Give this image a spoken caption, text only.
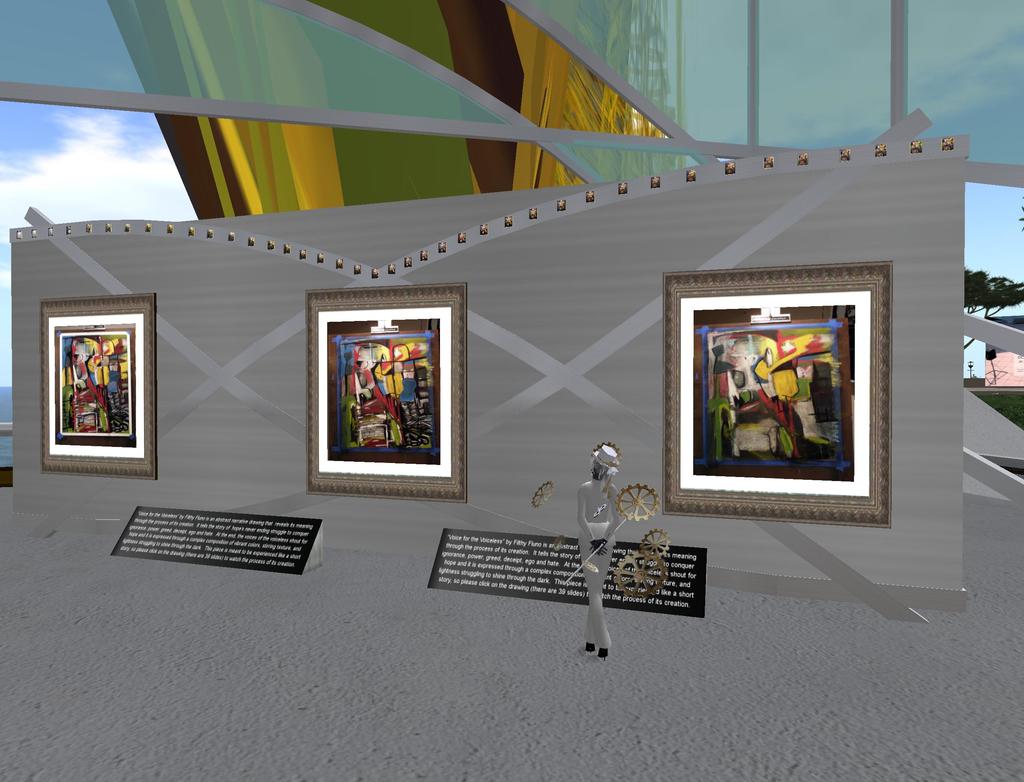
This image is an edited and graphical image.
